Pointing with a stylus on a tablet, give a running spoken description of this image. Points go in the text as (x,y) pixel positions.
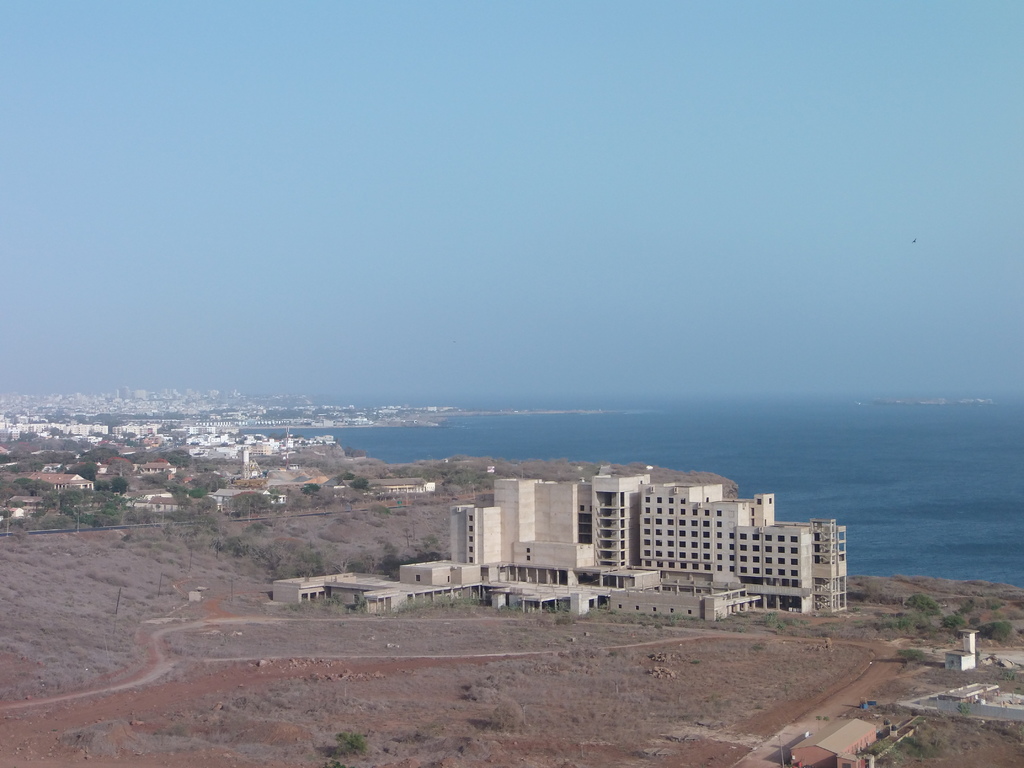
At the bottom of the picture (349,703), we see the ground (360,670). In the middle of the picture (550,507), we see the buildings (570,509) in white color. On the right side of the picture (915,730), we see the grass (928,736) and buildings (858,724). There are trees (57,514) and buildings (97,400) in the background (254,450). On the right side (801,449), we see water (811,451) and this water (801,459) might be in the sea (726,438). At the top (570,135), we see the sky (464,156).
